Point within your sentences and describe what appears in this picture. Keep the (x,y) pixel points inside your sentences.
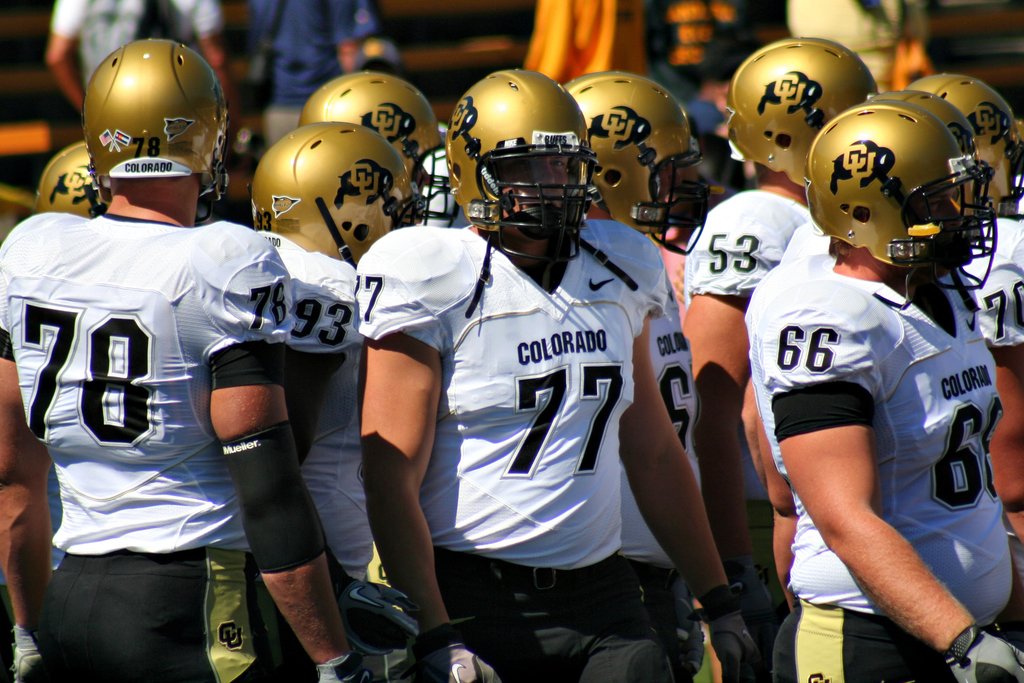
In this image I can see group of people (480,358) are standing and wearing helmets (499,208) which are gold in color. The background of the image (433,54) is blurred.
